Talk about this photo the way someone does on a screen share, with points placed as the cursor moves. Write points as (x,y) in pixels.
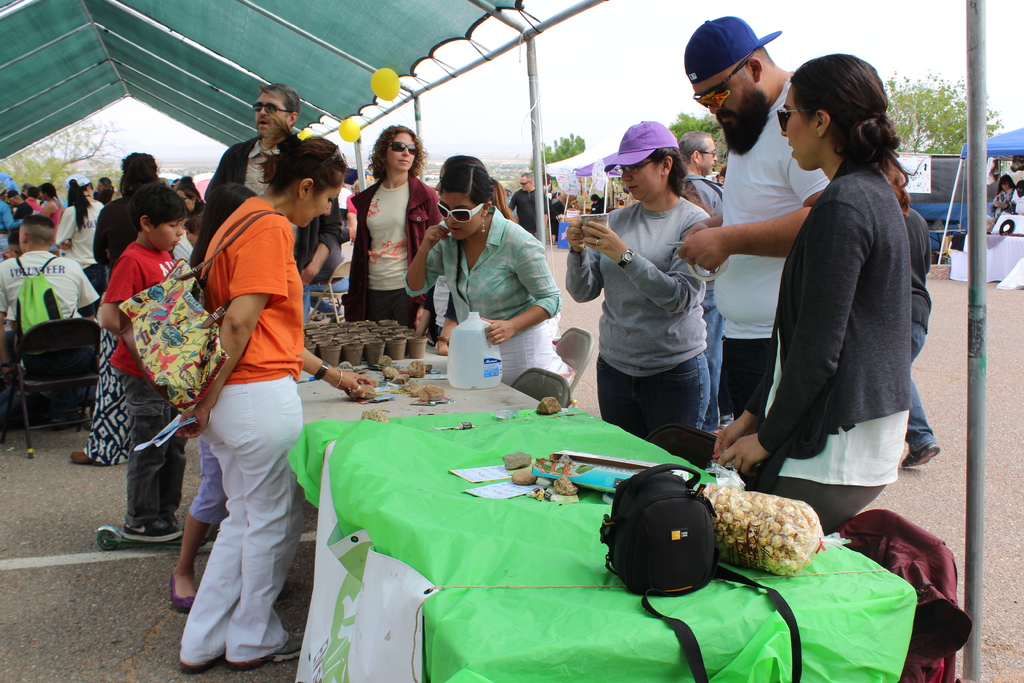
In this image I can see a tent (323,49), under the tent (323,49) I can see crowd of people (210,202), in the foreground (552,444) I can see a table (385,408), on the table (398,405) I can see bag (700,564), cover (719,490), glasses (352,326), bottle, green color cloth (468,542), in front of table (317,548) I can see group of people (494,184), in the middle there is a road (935,351), and the sky (507,132) and tree (963,135) some tents (1006,151) and persons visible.
